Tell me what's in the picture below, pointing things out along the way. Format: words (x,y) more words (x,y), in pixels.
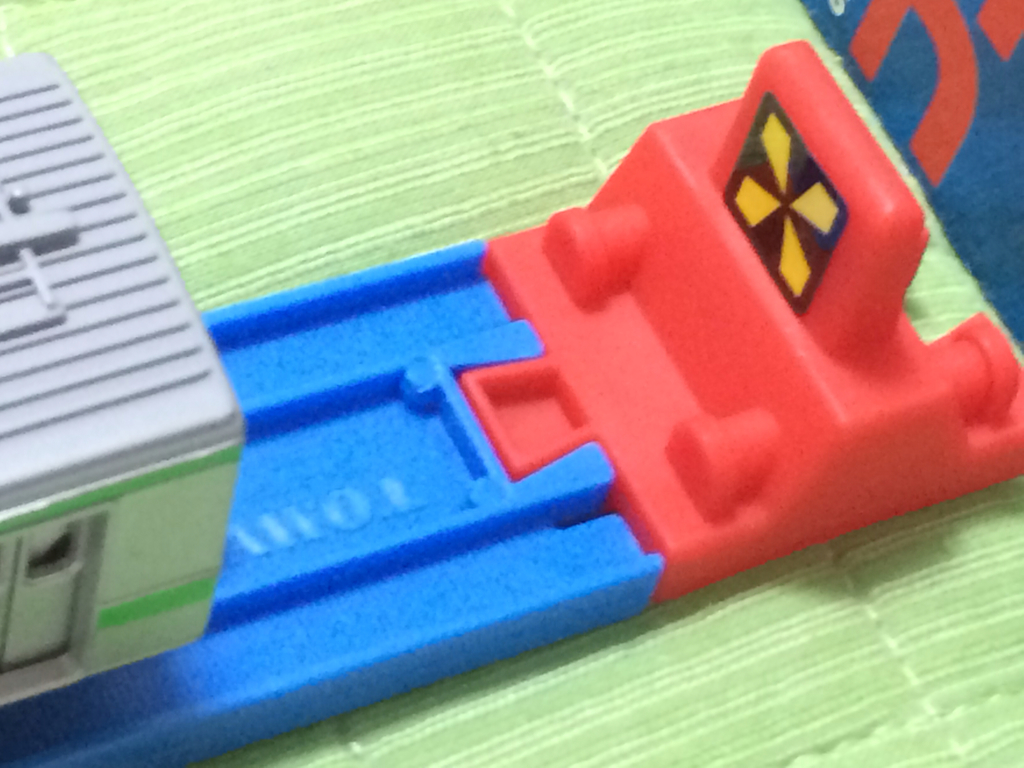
In this image we can see few objects (598,449) in different colors and they looks like plastic toys (847,163).
